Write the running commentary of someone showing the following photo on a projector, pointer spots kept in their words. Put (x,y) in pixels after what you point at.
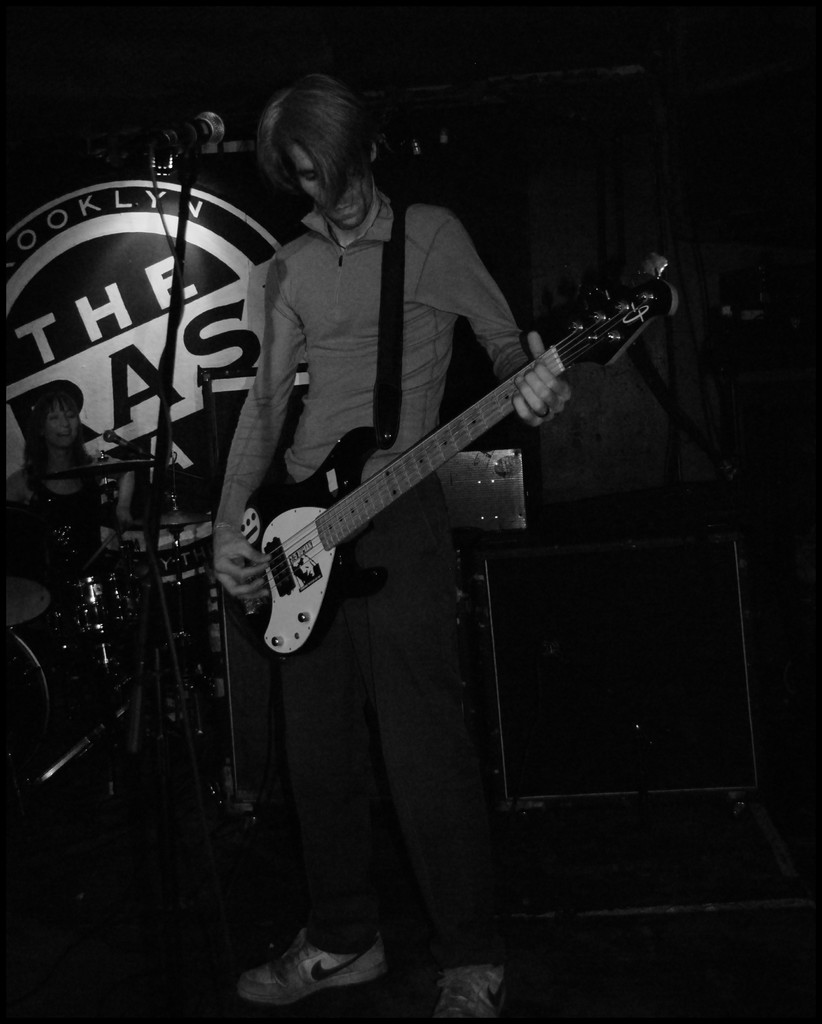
This picture shows a man (245,488) playing a guitar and we see a microphone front of him and we see a woman (66,394) seated.
